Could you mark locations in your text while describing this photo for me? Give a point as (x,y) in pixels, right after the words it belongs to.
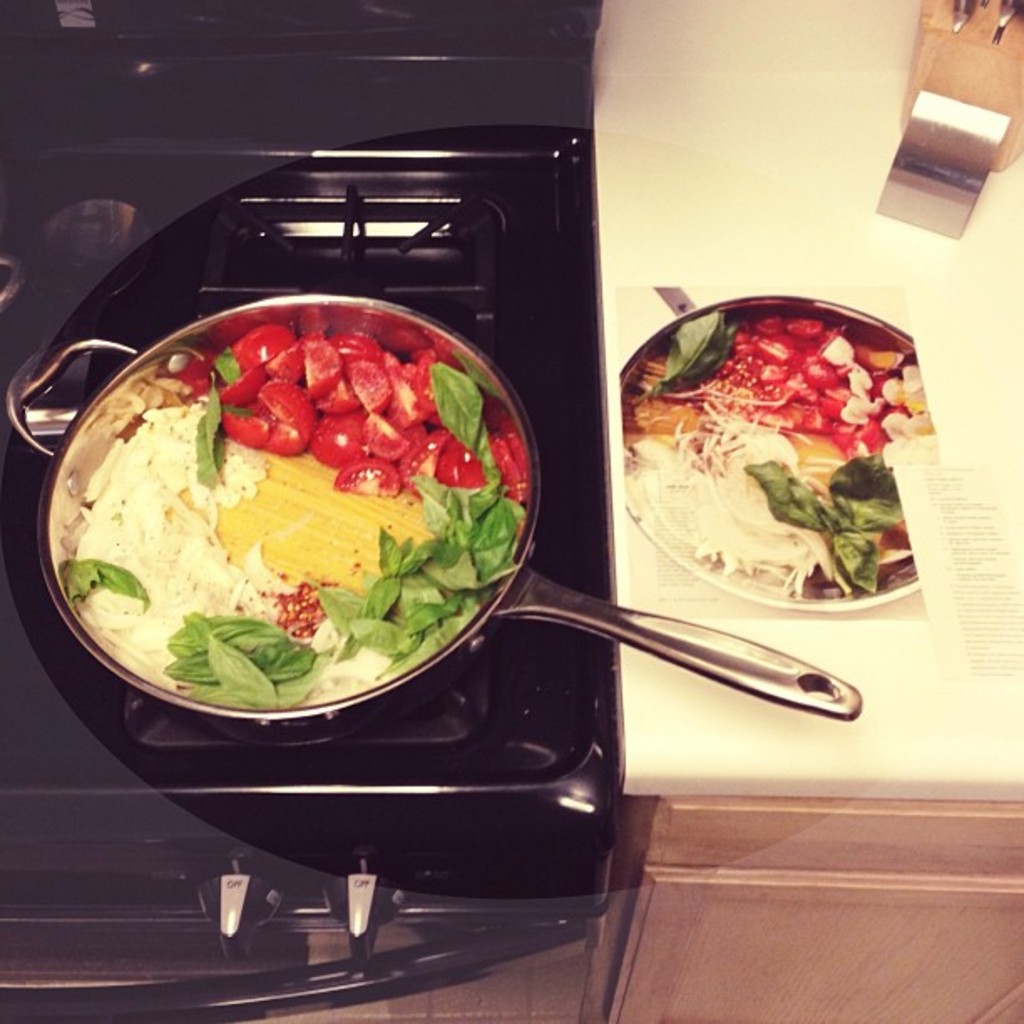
In this image I can see the stove (492,666), in the pan (381,583) I can see a food item (286,435), on the right side (845,730) I can see a table (895,722), on the table (895,722) I can see a paper (728,444), paper (756,456) consists of a picture (825,399) of food item (769,409).
